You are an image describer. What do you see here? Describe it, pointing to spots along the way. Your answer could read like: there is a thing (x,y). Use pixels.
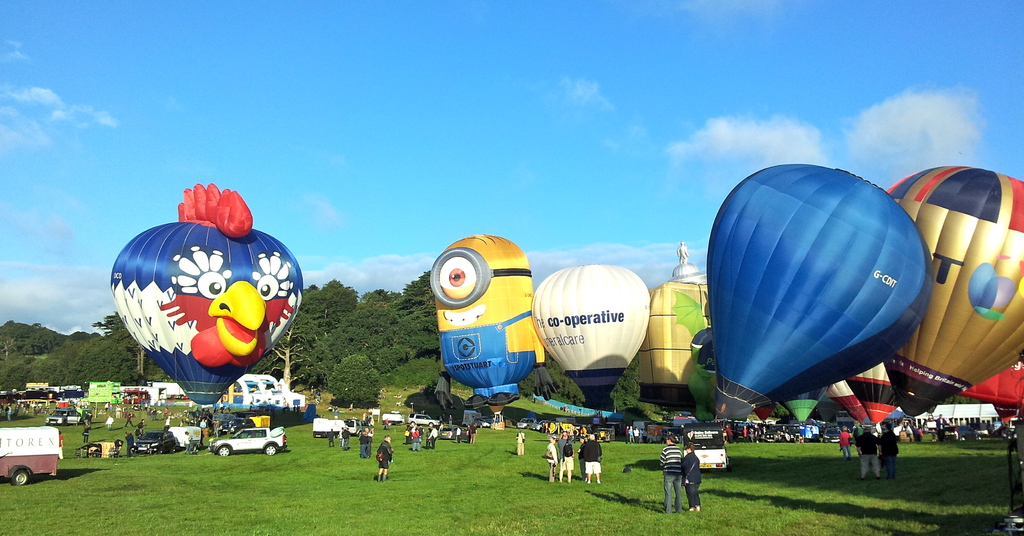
This picture is clicked outside. In the foreground (66,474) we can see the group of persons (944,429) and group of vehicles (7,441) and there are some objects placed on the ground (270,490), the ground (557,501) is covered with the green grass (919,469). In the center (479,305) we can see there are many number of hot air balloons (771,305) and we can see the text (552,321) and some pictures (245,294) on the hot air balloons (185,296). In the background (421,158) we can see the sky (389,133) and the trees (375,367).
